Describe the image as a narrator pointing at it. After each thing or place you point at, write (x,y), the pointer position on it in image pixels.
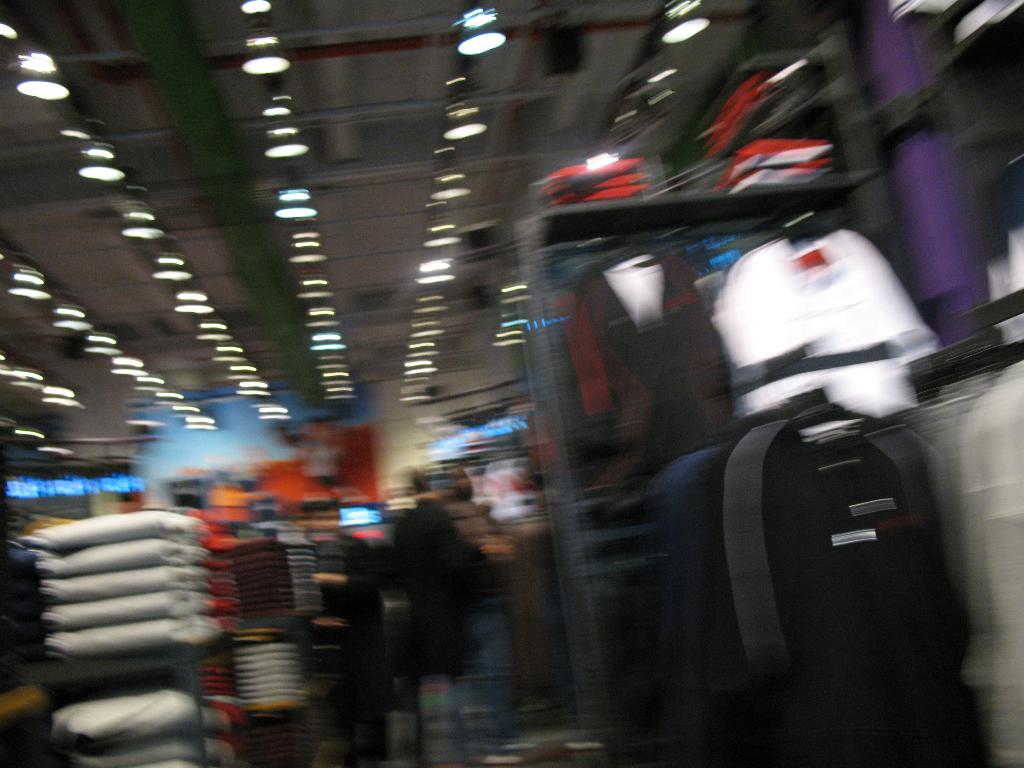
This is a blurred image. On the right side (717,306) there are some dresses (807,416). On the ceiling (251,211) there are lights (315,236). Also there are some things (140,574) on the cupboards (287,636).
